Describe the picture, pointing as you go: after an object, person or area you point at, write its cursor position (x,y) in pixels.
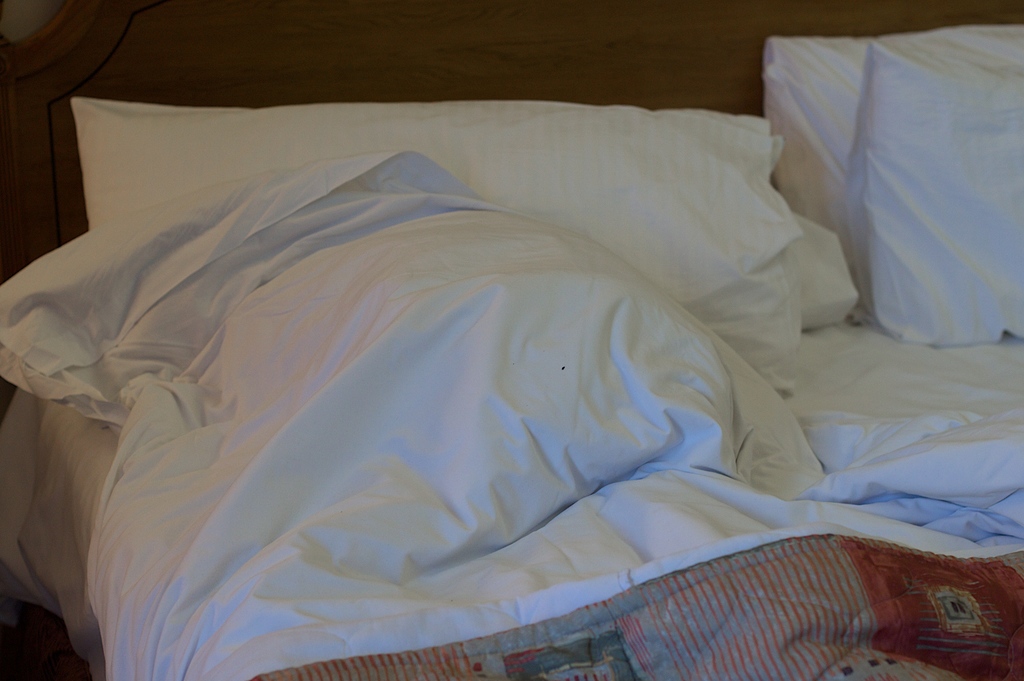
In the image we can see there is a bed (613,415) which is in white colour on which there are pillows (743,156) and a blanket (676,625).
